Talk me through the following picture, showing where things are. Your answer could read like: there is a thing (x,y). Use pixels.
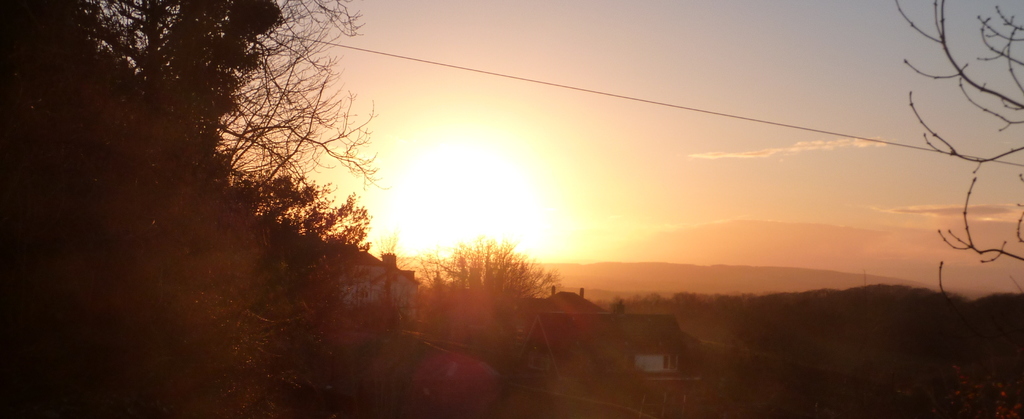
In this image, we can see trees (96,215) and houses (674,366). In the background (749,326), we can see the hill (680,278) and sky (691,134).
